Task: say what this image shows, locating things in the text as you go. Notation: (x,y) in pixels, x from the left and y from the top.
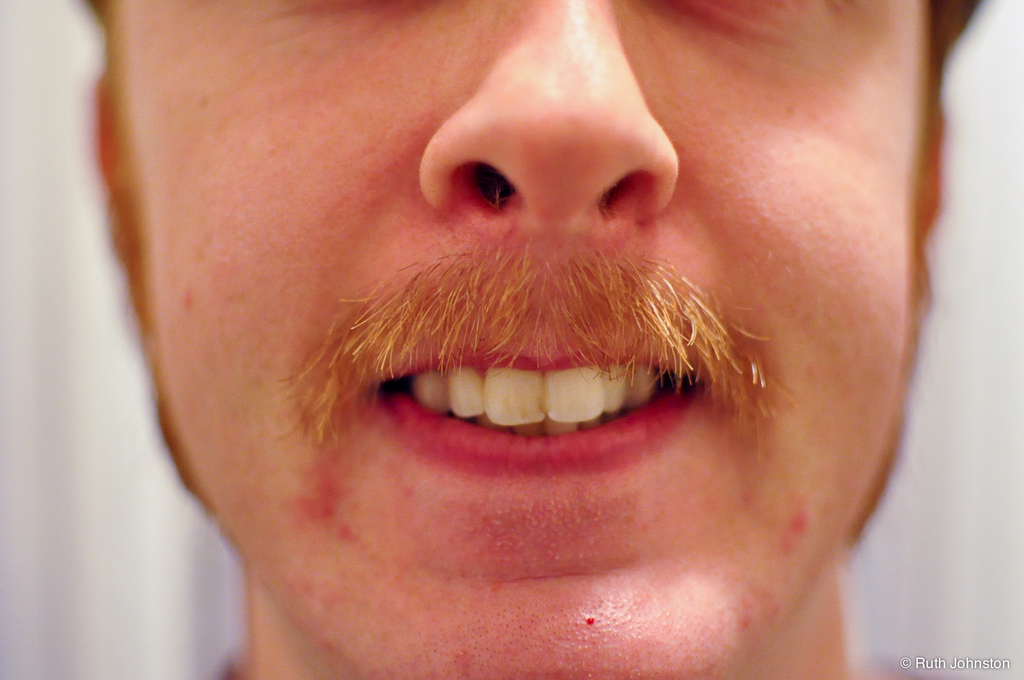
In this image the background (49,16) is white in color. In the middle of the image (423,293) there is a face (682,633) of a man (709,114) with a nose (561,180), mustache (421,320), mouth (562,449) and teeth (533,386).
